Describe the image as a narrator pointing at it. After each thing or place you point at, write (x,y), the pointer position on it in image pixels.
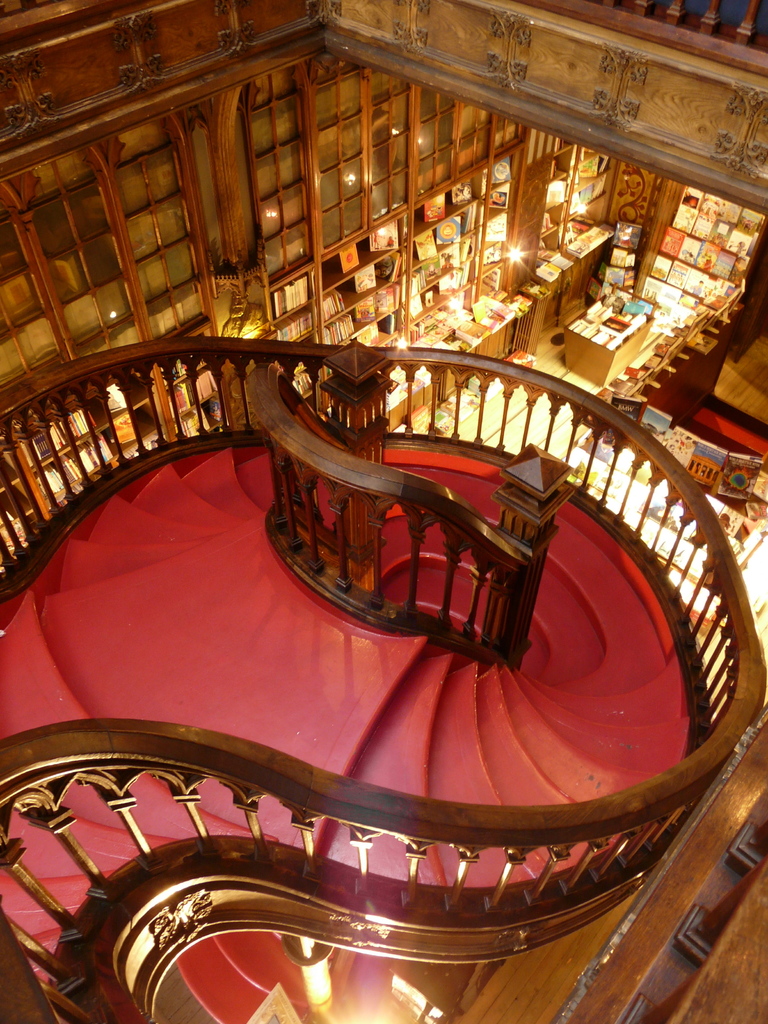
In this picture we can see the inside view of the library (710,392). At the bottom (29,801) we can see the stairs (591,759) and wooden railing (30,744). On the right (602,336) we can see the books (487,316), lights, tables (654,353), wooden racks (701,301) and doors (478,142).
